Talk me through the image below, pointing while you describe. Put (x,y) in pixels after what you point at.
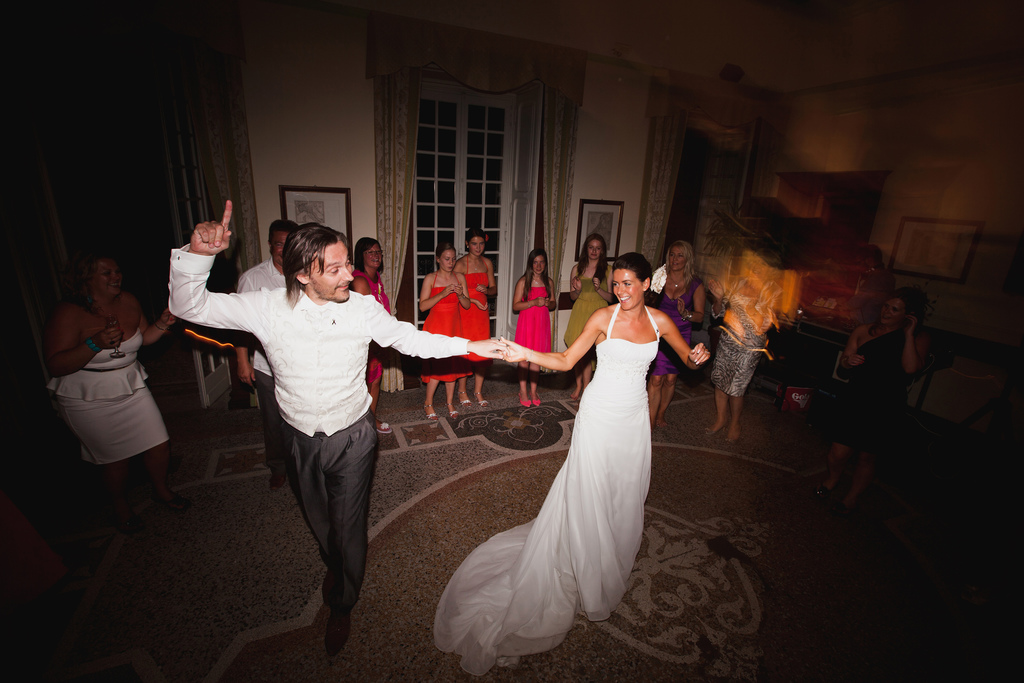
In this image I can see a person (313,412) wearing white and black dress (329,416) and a woman (596,443) wearing white dress (587,468) are standing. In the background (435,304) I can see few persons (463,331) standing, few windows (454,192), few curtains (391,155), the wall (324,123) and few photo frames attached to the wall (888,217).
